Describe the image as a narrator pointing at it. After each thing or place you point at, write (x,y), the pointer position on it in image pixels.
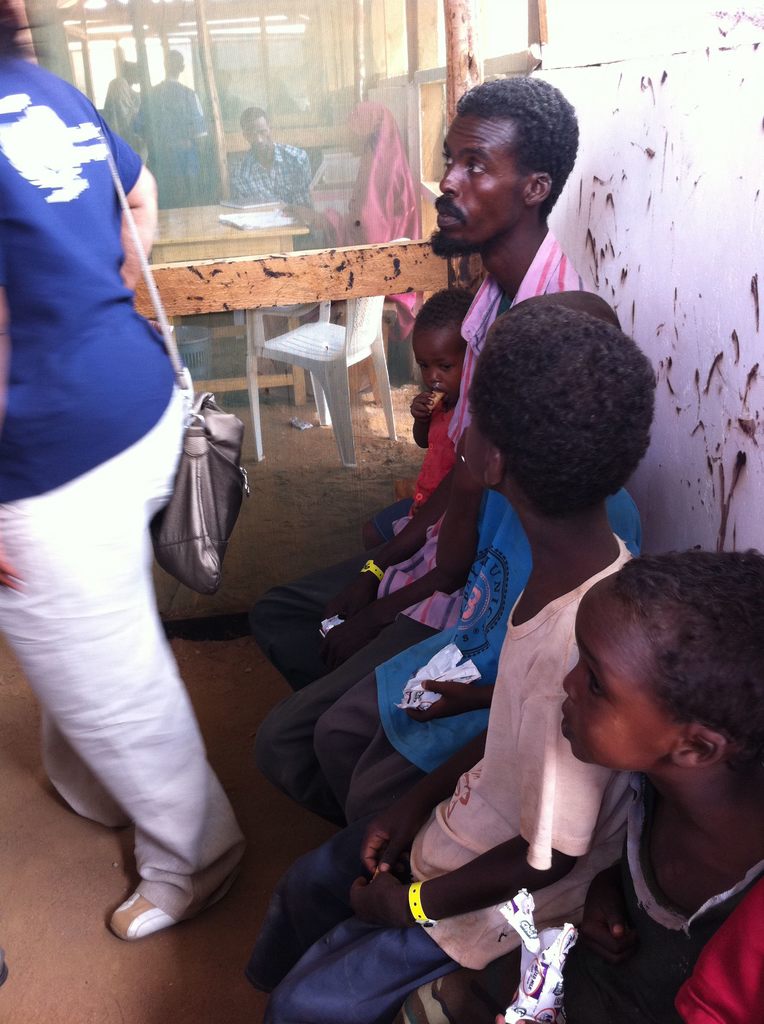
In this image there are persons (175,432) standing and sitting. There is an empty chair (345,353) and there is a table (250,245) and on the table (246,241) there are papers (262,204).
